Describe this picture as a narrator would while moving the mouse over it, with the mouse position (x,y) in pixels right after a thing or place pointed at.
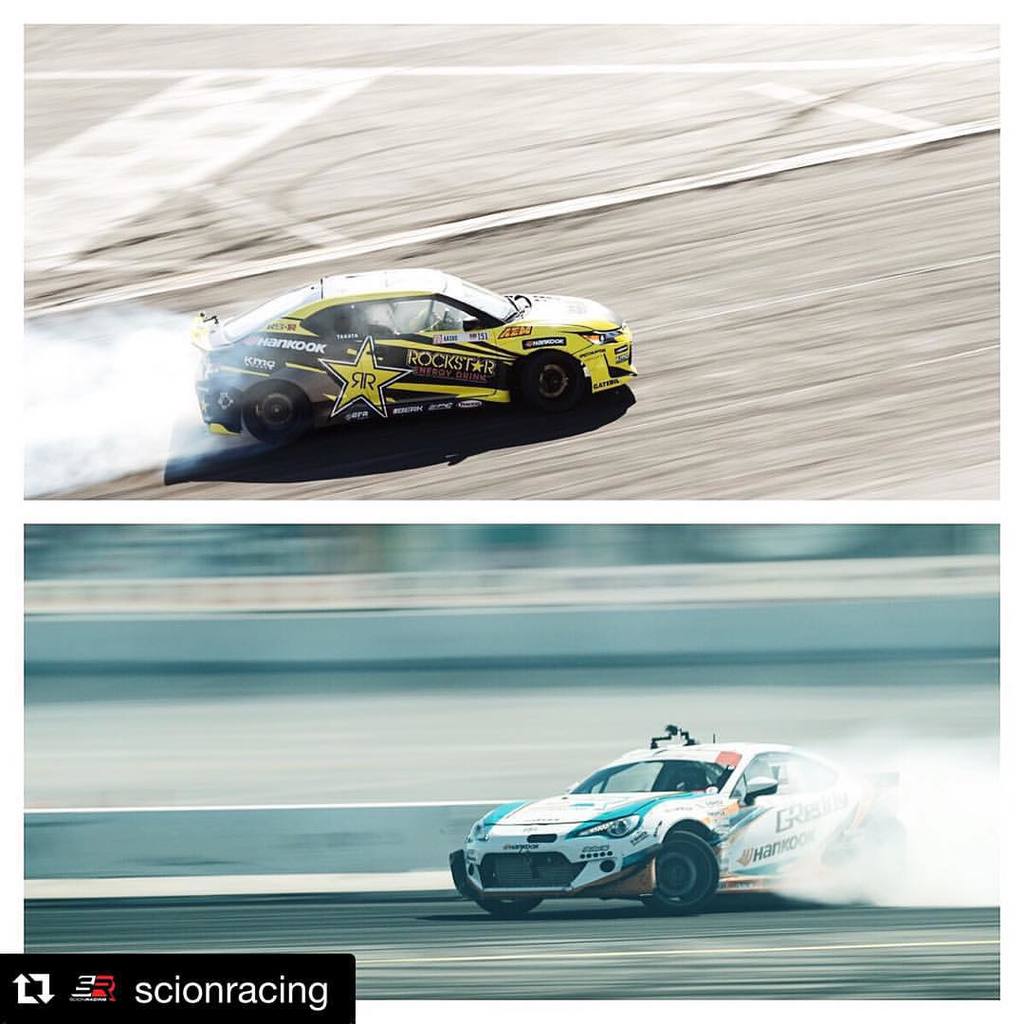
In this image there are racing cars (268,344) moving on the road (437,450) and at the bottom left of the image (183,994) there is some text (183,996) written on it.
